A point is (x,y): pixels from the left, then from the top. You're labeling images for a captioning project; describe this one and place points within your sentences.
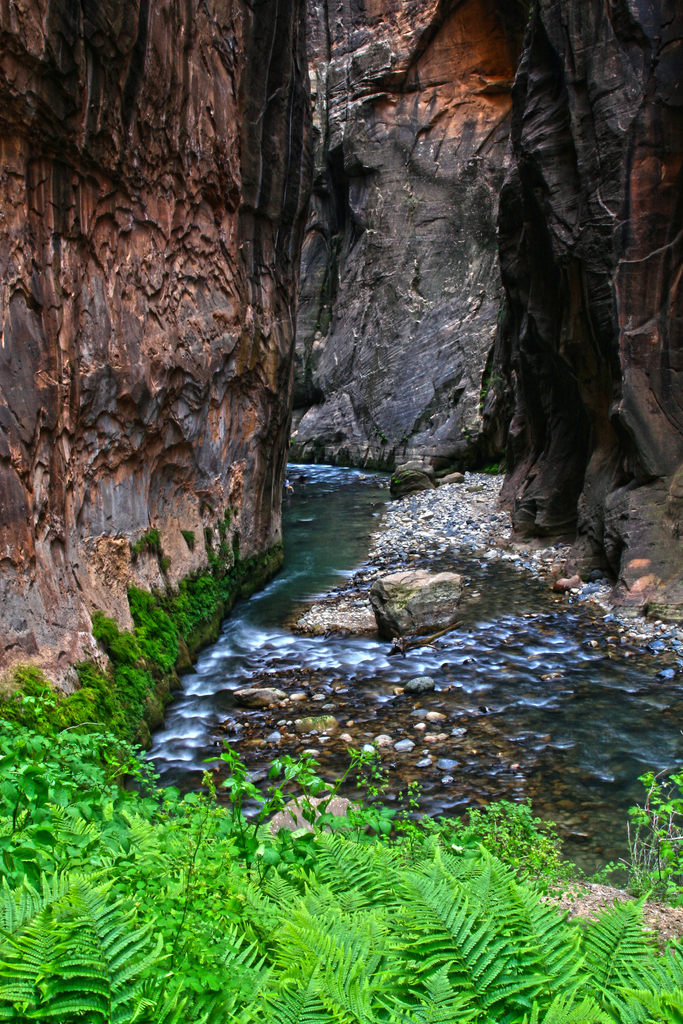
In front of the image there are plants (307,866). There is water (398,733). There are rocks (251,264).
